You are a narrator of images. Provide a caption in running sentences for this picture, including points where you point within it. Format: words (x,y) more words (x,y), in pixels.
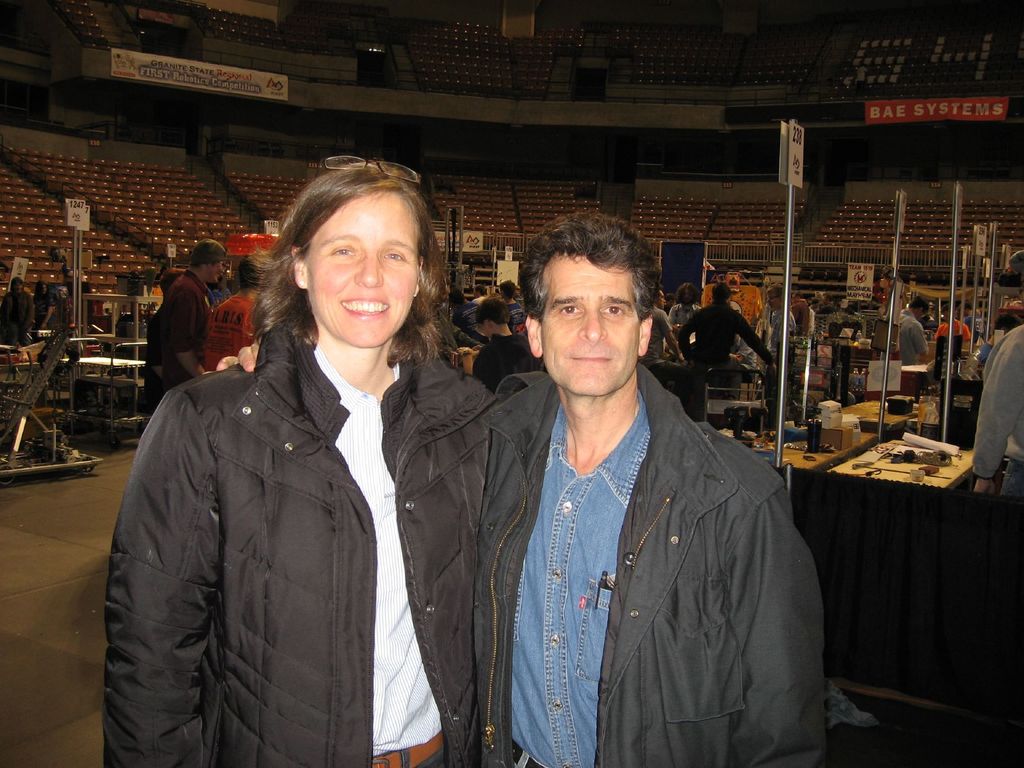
In this image we can see two persons (618,546). In the background (113,287) we can see poles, boards (83,218), tables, chairs (489,196), hoardings (164,75), railing (709,239), people (1006,389), and objects (104,303).
